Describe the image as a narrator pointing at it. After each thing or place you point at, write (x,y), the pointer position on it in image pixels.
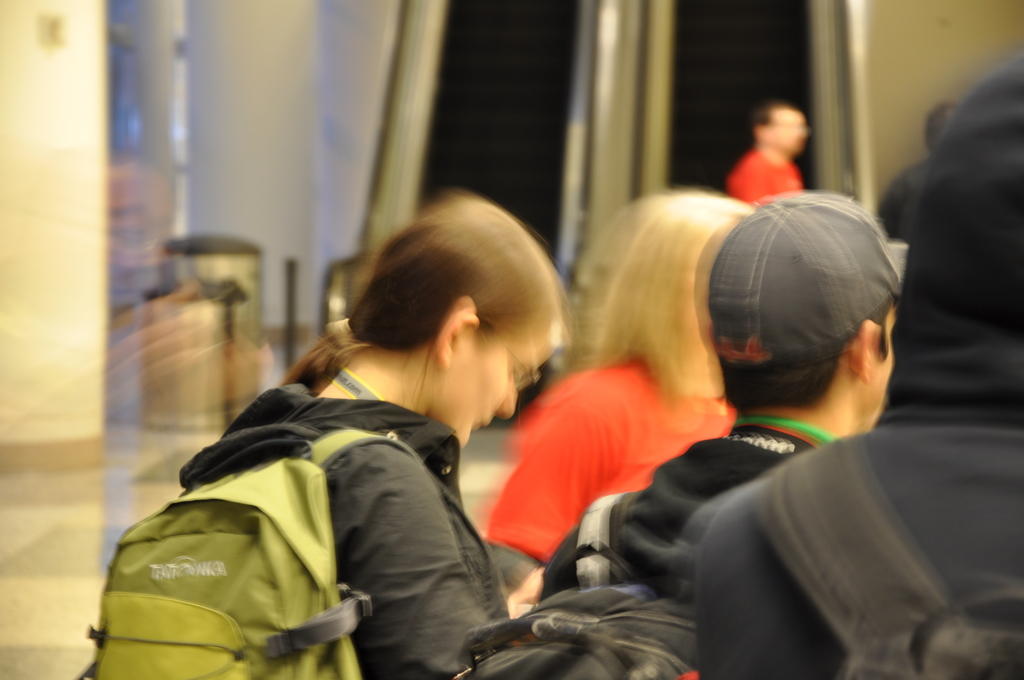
In this image, we can see a group of people (646,419). In the middle of the image (460,366), we can see a woman (444,428) wearing a backpack (350,438). In the background (866,122), we can see a man (780,177) and escalators (474,96). On the left side (194,387), we can also see a dustbin (163,399).
